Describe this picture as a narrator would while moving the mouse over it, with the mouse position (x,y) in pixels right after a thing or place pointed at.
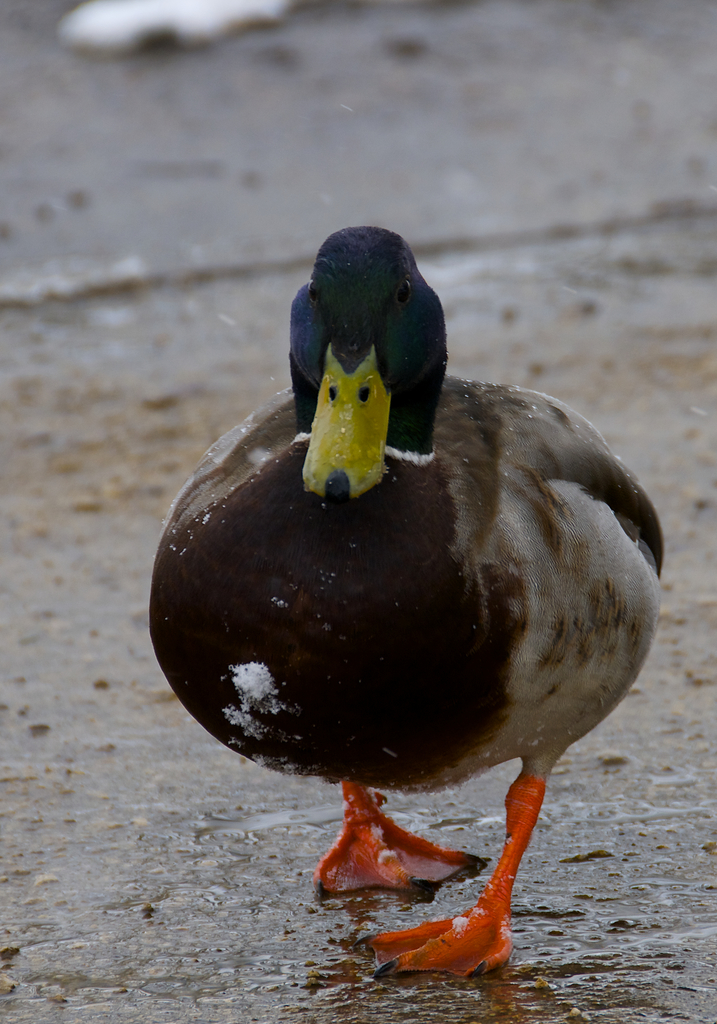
In this image we can see a duck (335,714) standing on the ground (322,805).
